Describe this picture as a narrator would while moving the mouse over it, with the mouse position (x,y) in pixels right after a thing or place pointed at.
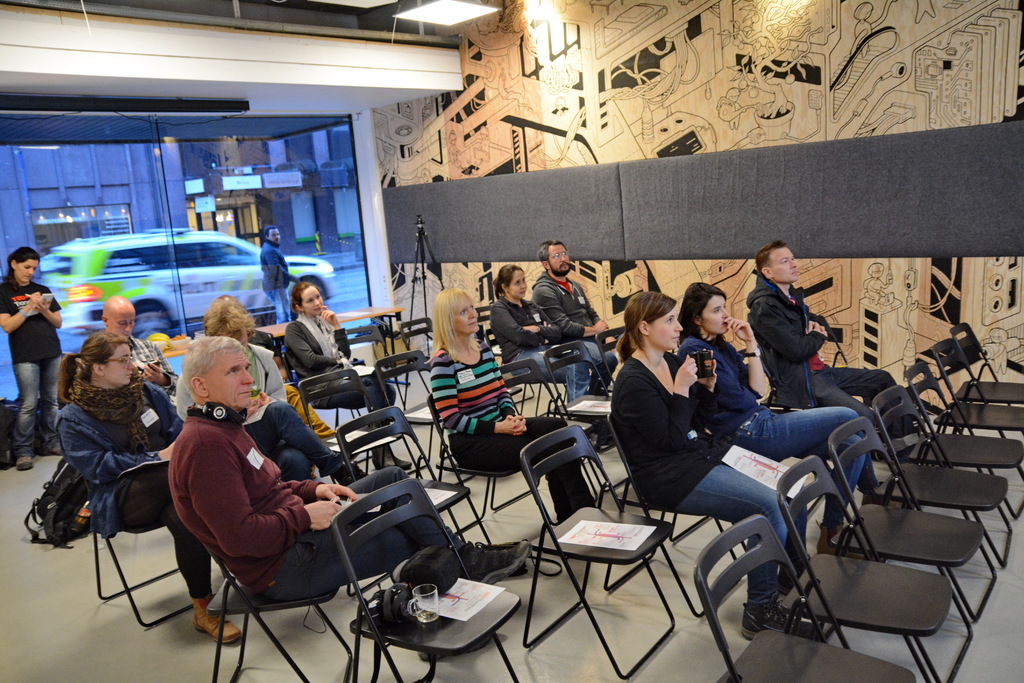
There are a group of people (830,394) who are sitting on a chair (854,424) and observing something. There is a woman (54,376) standing on the left side (36,252) and she is writing something in a book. In the background (154,279) there is car (179,272) moving on a road (61,334).
